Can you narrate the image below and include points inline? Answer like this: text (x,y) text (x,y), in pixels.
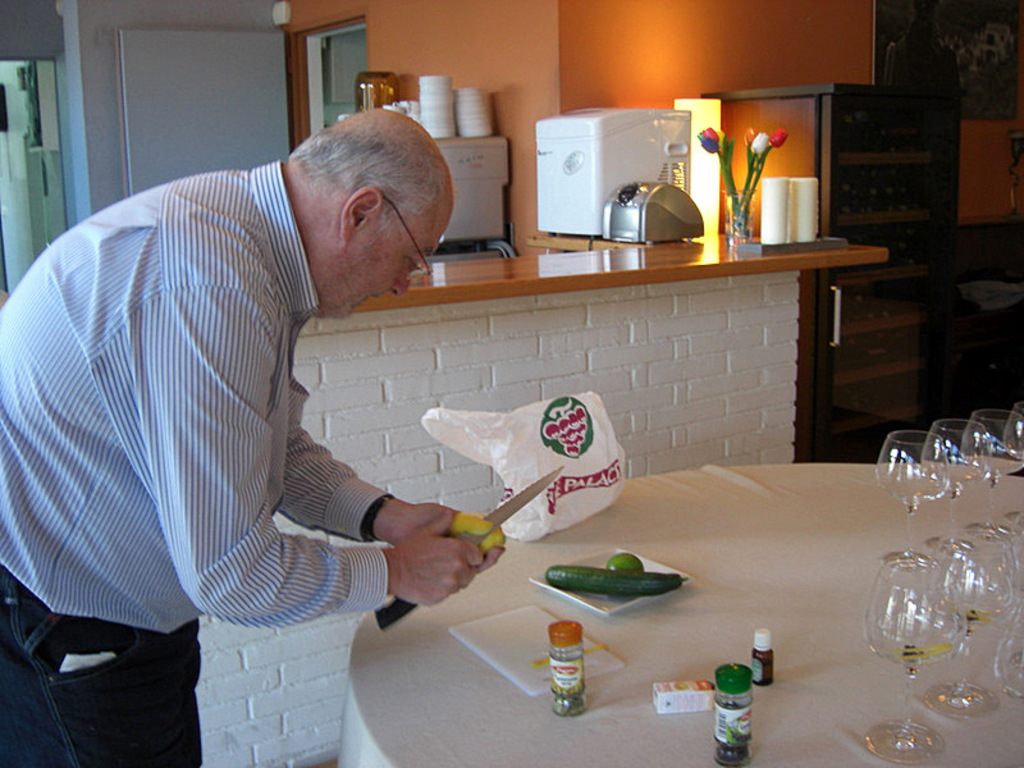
This picture might be taken inside the room (846,36). In this image, on the left side (164,480), we can see a man (135,488) standing and cutting some fruits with his hands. On the right side (904,616), we can see a table (870,526), on that table (745,616), we can see a cloth (748,594) which is in white color, polyethylene cover (510,472), plate (641,597) with some vegetables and some bottles (723,764), wine glasses (998,551). In the background (697,300), we can see another table (811,263), on that table (708,241), we can see some electronic instrument (617,157), flower pot (748,213), flowers (760,158) and a glass (750,232). On the right side (952,127), we can also see a box (864,440) and a photo frame (952,54) attached to a wall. In the background (21,179), we can see a door (214,120) and a room (52,139).
